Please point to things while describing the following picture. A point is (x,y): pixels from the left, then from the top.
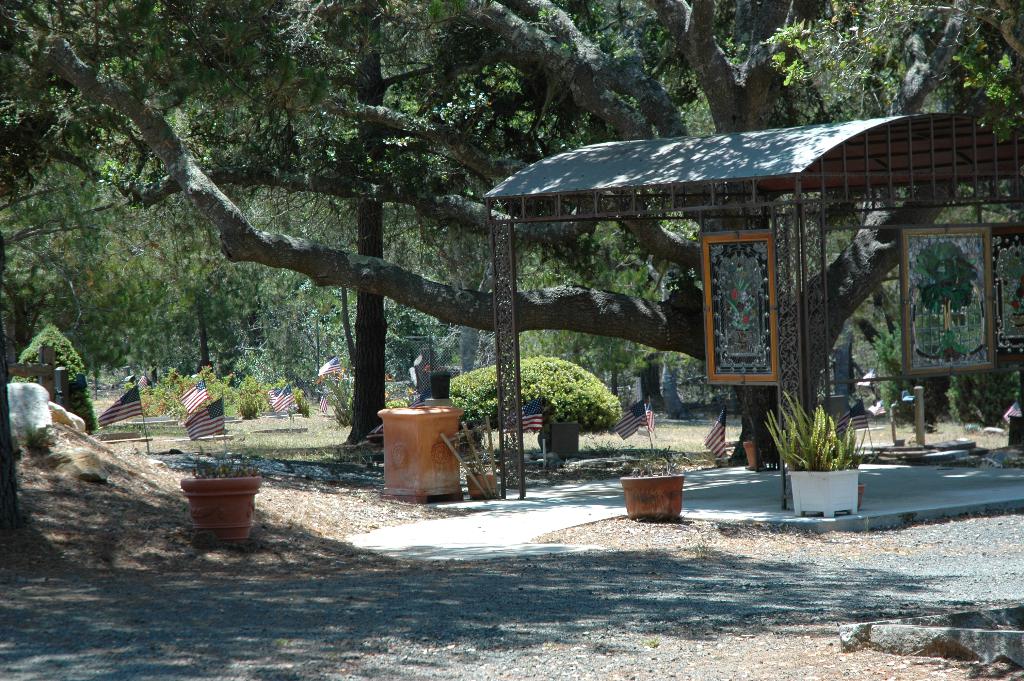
On the right side of the image (787,331) we can see a shed (798,366). At the bottom (801,494) there are flower pots (816,499). In the background (218,382) there are bushes (249,397), flags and trees (748,77).
